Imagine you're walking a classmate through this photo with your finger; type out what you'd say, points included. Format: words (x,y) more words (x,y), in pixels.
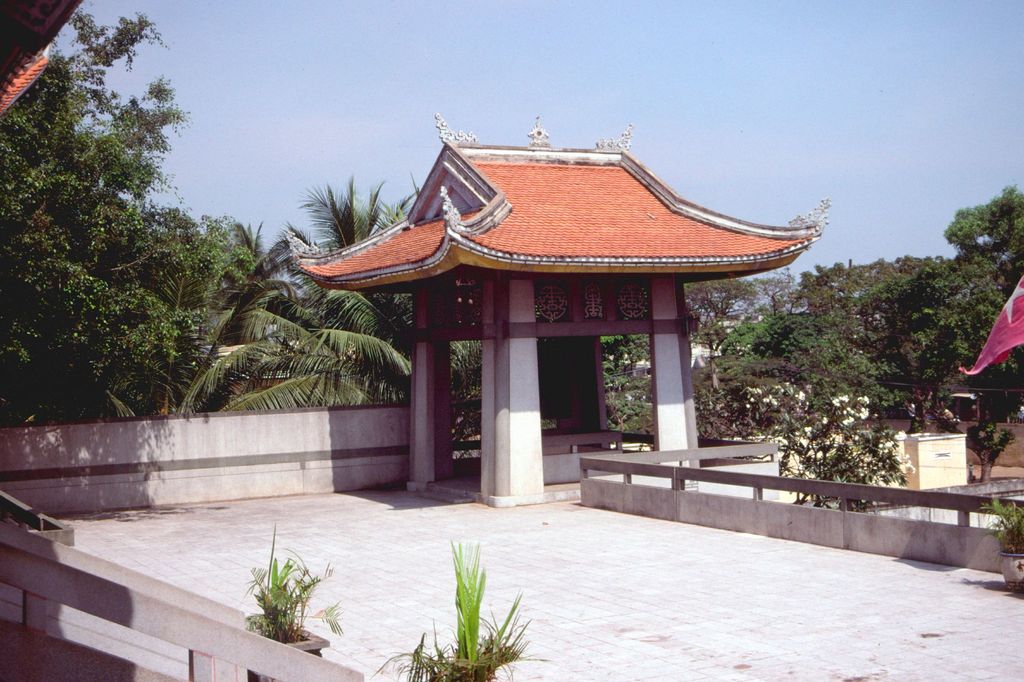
In this image we can see a shed (532,294), potted plants (302,638) and in the background (103,293) there are trees (115,279) and sky (794,177).
